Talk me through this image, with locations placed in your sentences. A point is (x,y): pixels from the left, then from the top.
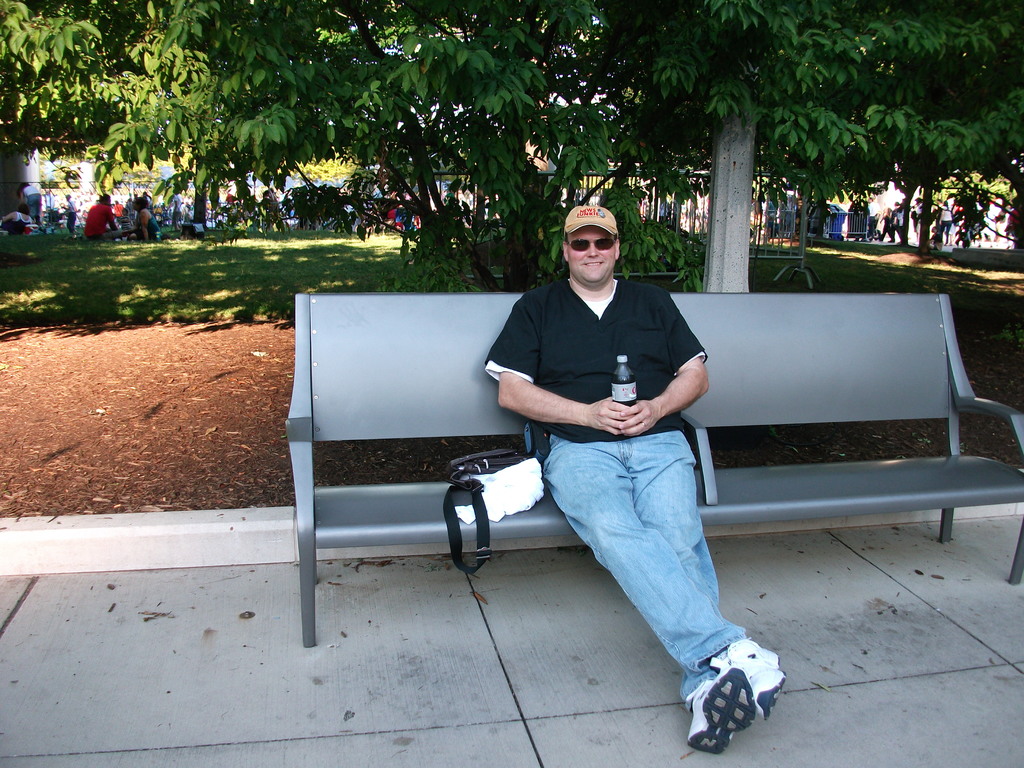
This is the man (611,410) holding a bottle (627,400) and sitting on the bench (361,398). He is smiling. He wore a shirt (572,302), cap (589,219), goggles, trouser (692,569) and shoes (719,678). This looks like a bag (470,509), which is placed on the bench (362,519). I can see the trees (389,176) with branches (685,93) and leaves (753,102). This looks like a pole (737,264). In the background (147,210), I can see few people (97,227) standing and few people (112,227) sitting. I think these are the dustbins (848,216). This looks like a barricade (771,211).
